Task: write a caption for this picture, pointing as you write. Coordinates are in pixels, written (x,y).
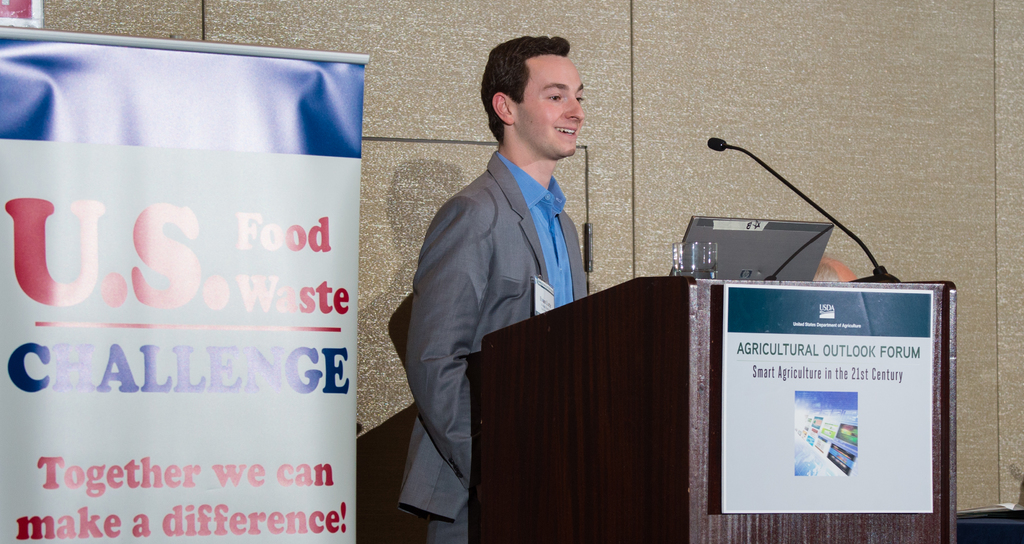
There is a man (487,221) standing and smiling, in front of him we can see laptop (729,228), microphone (743,152) and glass (672,256) above the podium (697,322). We can see board (813,348) attached with podium (684,358). We can see banner (78,299). In the background (577,2) we can see wall (464,71).
